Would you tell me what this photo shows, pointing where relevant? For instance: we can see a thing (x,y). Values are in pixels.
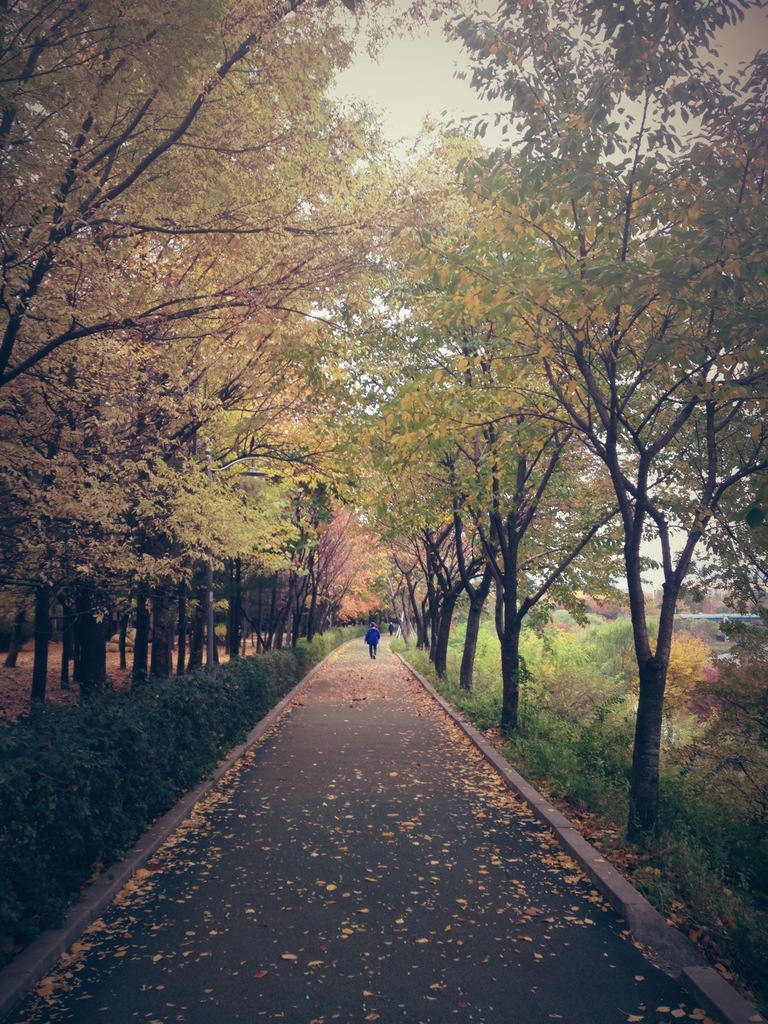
In this image there are trees (474,335). We can see a walkway (440,734) and there are people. There are plants (533,688). In the background (381,24) there is sky (437,104).
